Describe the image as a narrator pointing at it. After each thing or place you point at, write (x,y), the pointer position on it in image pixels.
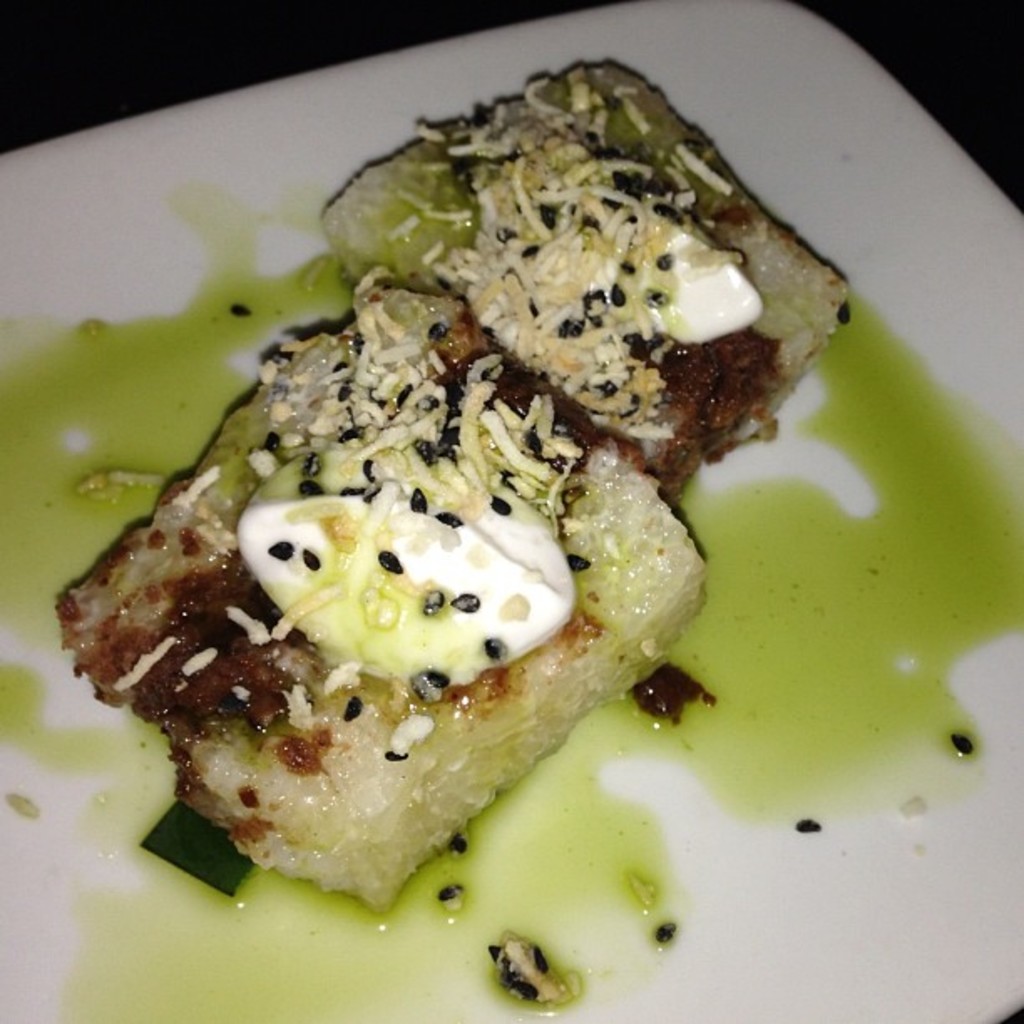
In this picture we can see food items (506,951) and liquid (938,562) on a white color plate (169,211).
